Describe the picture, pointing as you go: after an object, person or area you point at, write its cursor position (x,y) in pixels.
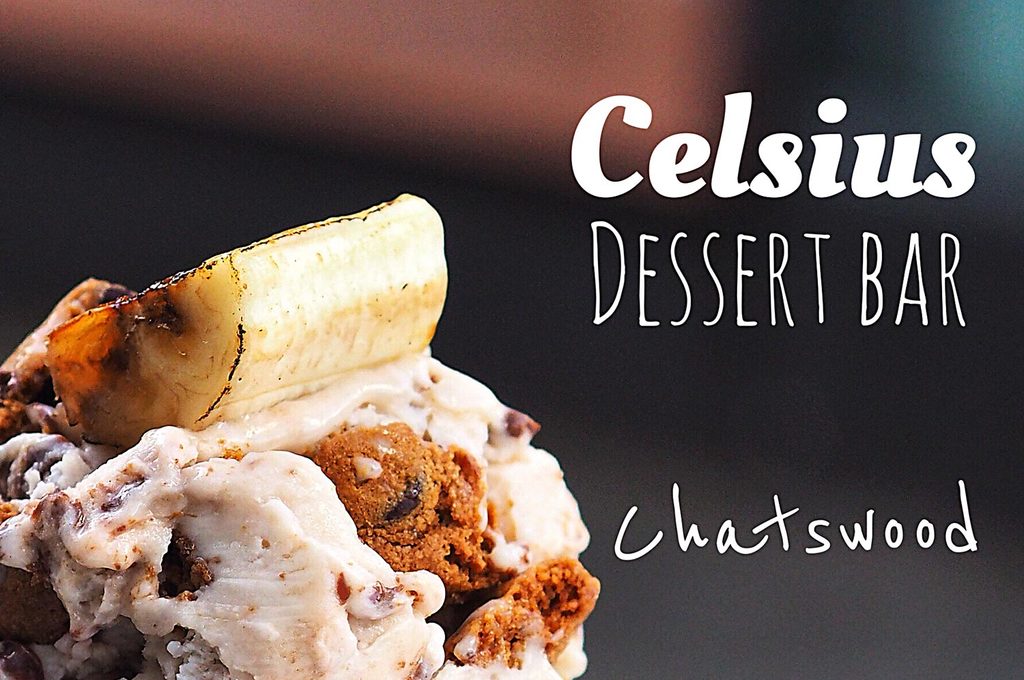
This is an edited image. In this image, on the left side (91,359), we can see a food item (434,559). On the right side (748,156), we can see some text (729,144) written on it. In the background (164,176), we can see black color.
